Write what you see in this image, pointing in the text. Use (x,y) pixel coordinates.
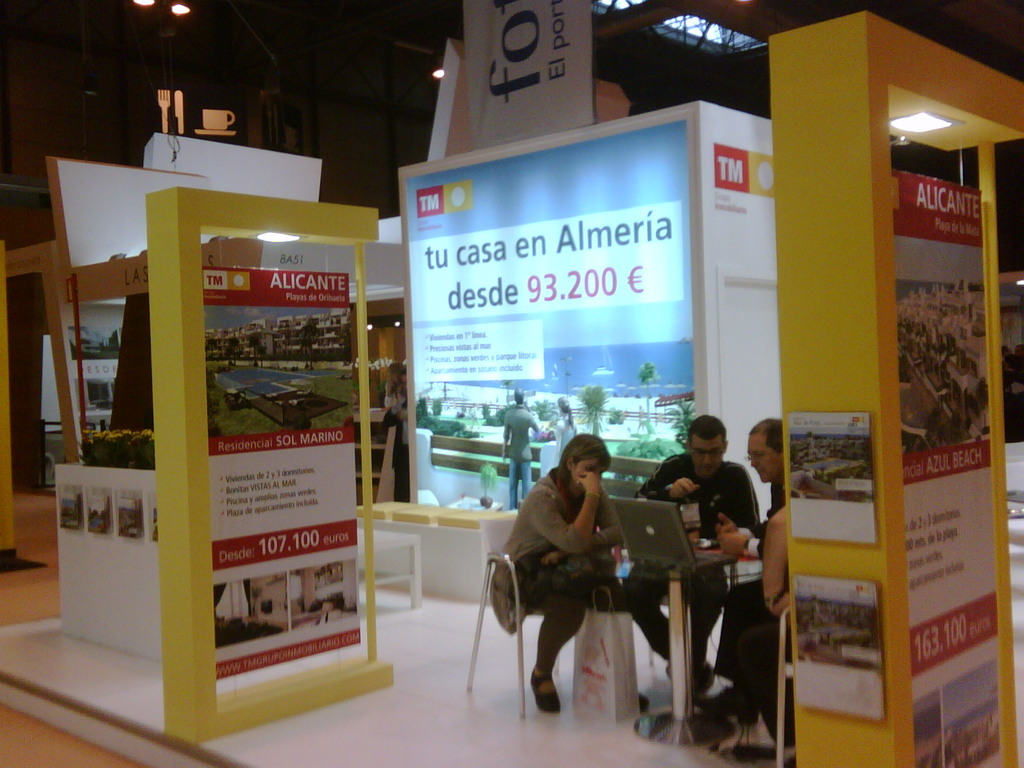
there was a room (314,206) in which people (584,443) are sitting in the chairs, in front of a table (681,601) looking into the laptop (627,533) and doing something, beside them there are many flexes (609,298) in which different advertisements (548,258) are present which different text (959,551).
